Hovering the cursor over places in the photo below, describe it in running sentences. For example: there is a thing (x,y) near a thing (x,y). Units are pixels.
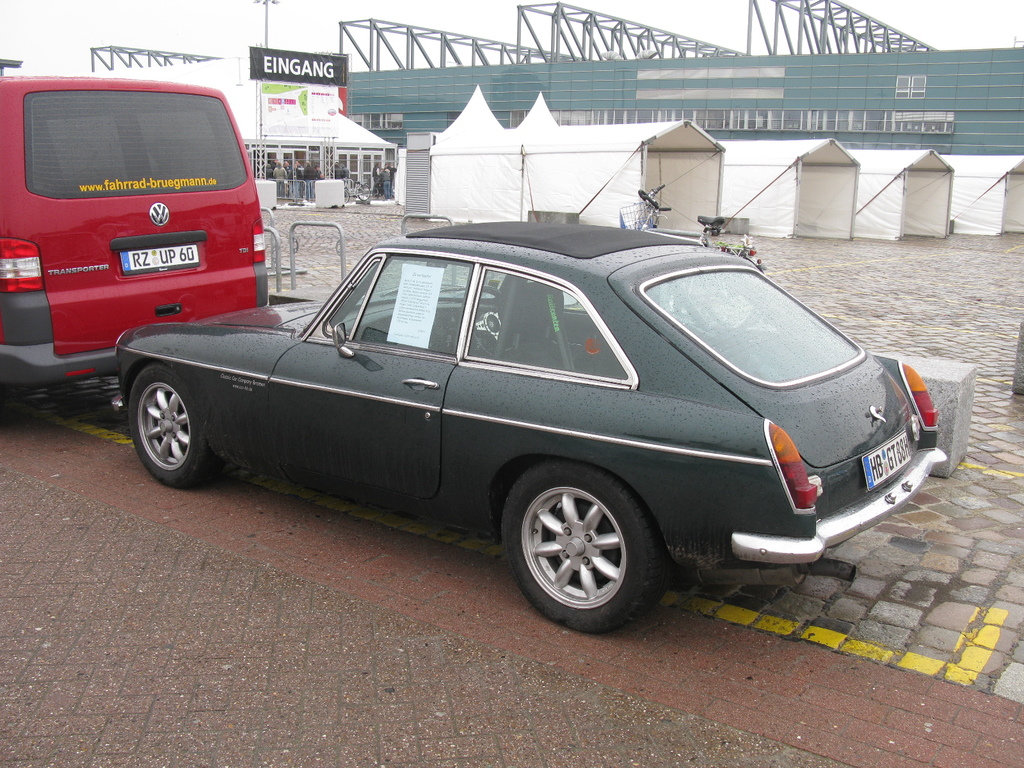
This picture is clicked outside and we can see the vehicles (179,341), pavement (901,592), tents (871,163), metal rods (752,6), group of persons (385,182) and the text (312,70) on the banner (342,69), building (602,88) and some other objects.
